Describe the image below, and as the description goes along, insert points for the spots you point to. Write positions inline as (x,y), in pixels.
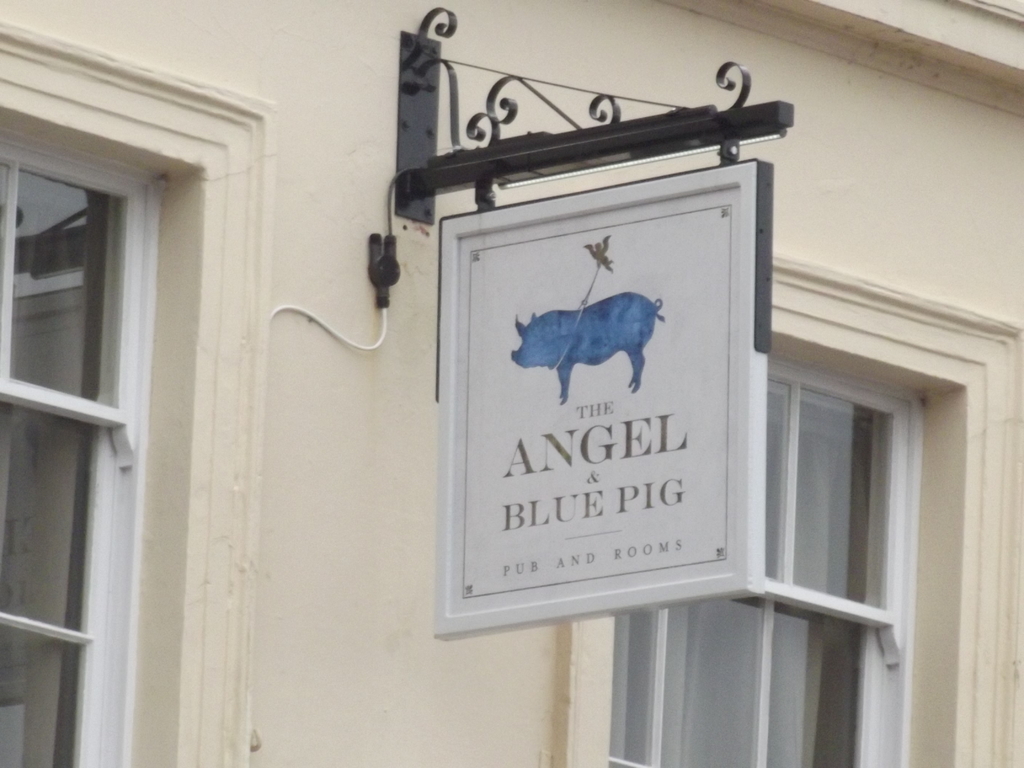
This is a wall (307,490) with the windows (64,578), this a board (604,388).
